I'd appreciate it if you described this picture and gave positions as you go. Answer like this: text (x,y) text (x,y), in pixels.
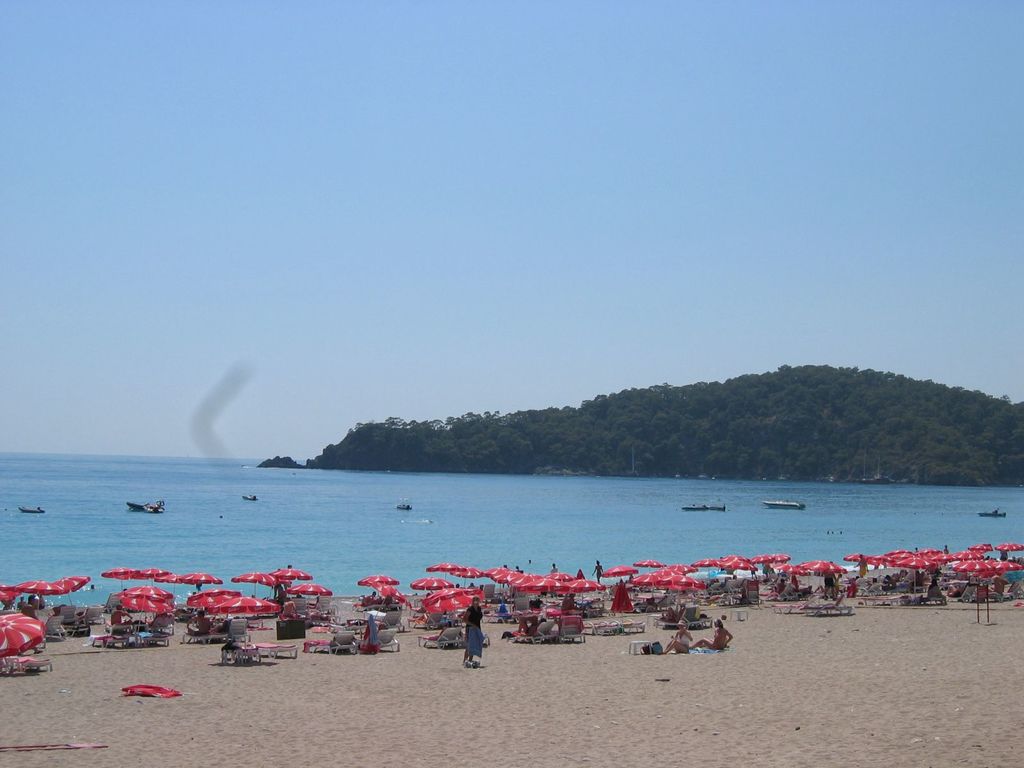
In the picture i can see some group of persons (470,629) sitting on sea benches (91,615) under umbrellas (466,574) and some are resting on sea shore (598,653) and in the background of the picture (287,506) there are some boats (36,509) which are moving on water (298,517), there are some trees (698,426), water (169,459), clear sky (220,189).
